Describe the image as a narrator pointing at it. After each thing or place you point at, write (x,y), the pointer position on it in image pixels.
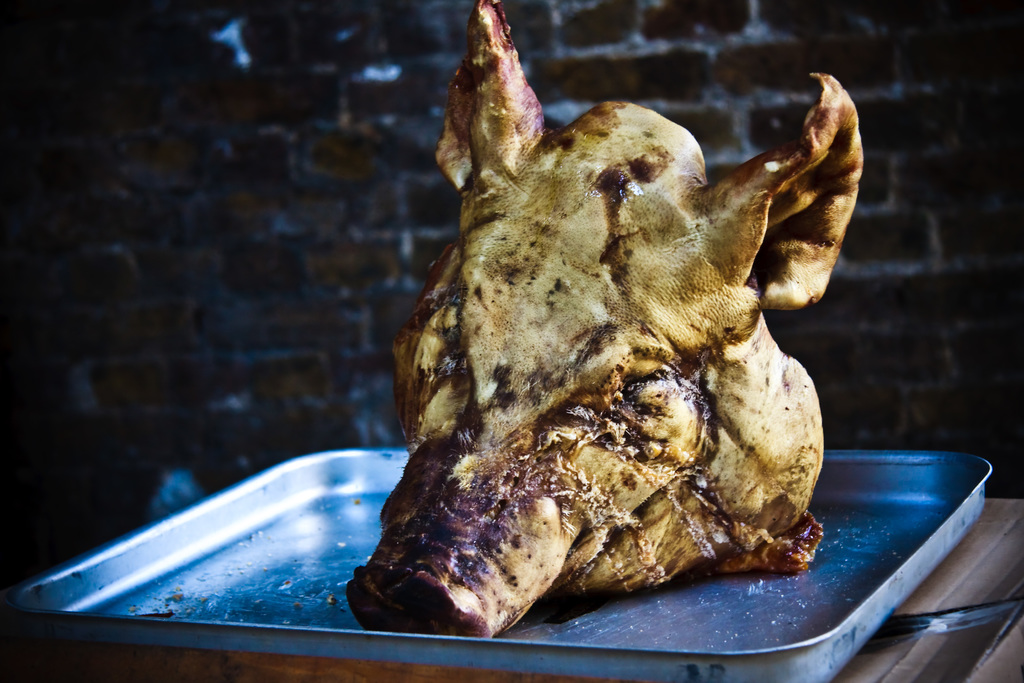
In this image there is a pork dish (678,335) is kept in a silver plate (654,593) as we can see at bottom of this image (548,504) and there is a wall (308,234) in the background (251,242).
